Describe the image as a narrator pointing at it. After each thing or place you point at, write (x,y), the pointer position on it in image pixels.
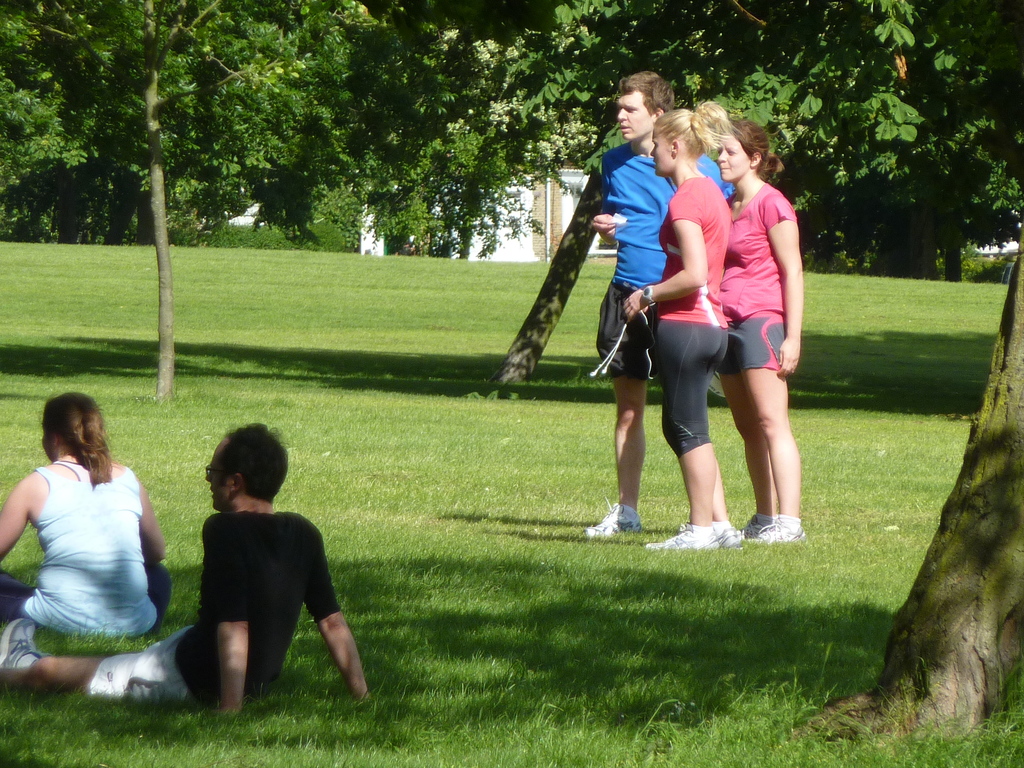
In this image there a few people (742,296) in the grass (404,479), few trees (400,50) and a building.
